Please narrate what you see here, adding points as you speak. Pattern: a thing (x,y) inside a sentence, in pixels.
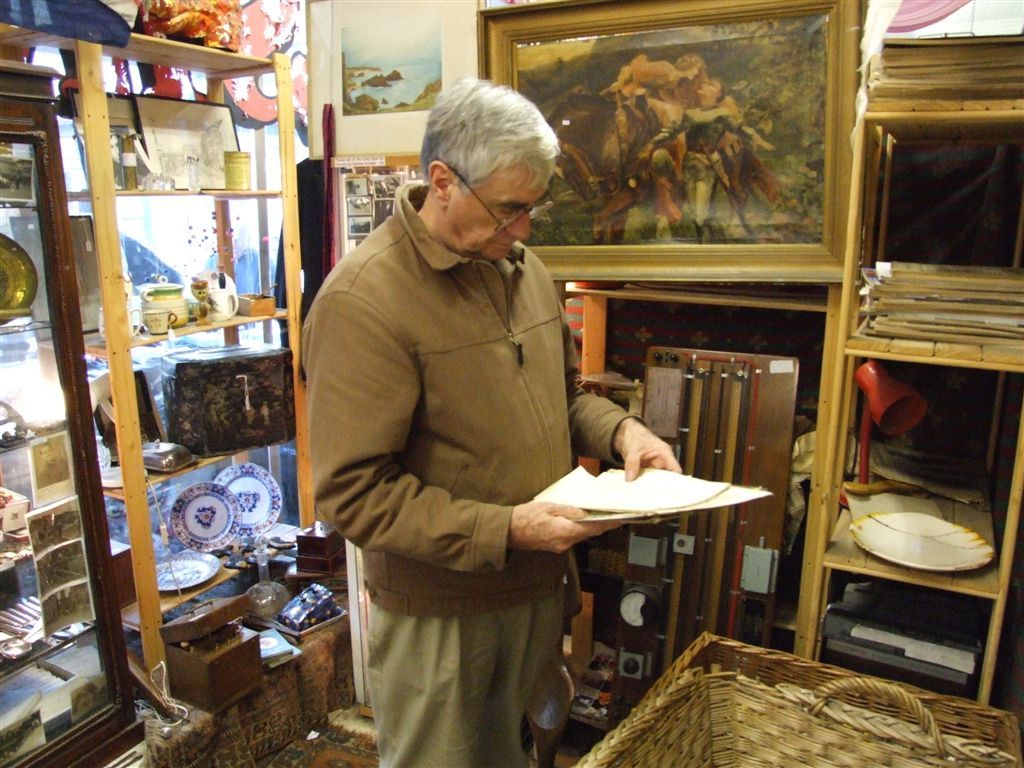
This is the picture of a room (917,378). In this image there is a man (483,450) standing and holding the papers (633,498) and there are baskets (675,726). At the back (211,111) there are plates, cups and there are objects (967,290) and frames (195,111) in the shelves (50,37) and there are frames (346,2) on the wall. At the bottom (341,681) there is a mat (323,715).
